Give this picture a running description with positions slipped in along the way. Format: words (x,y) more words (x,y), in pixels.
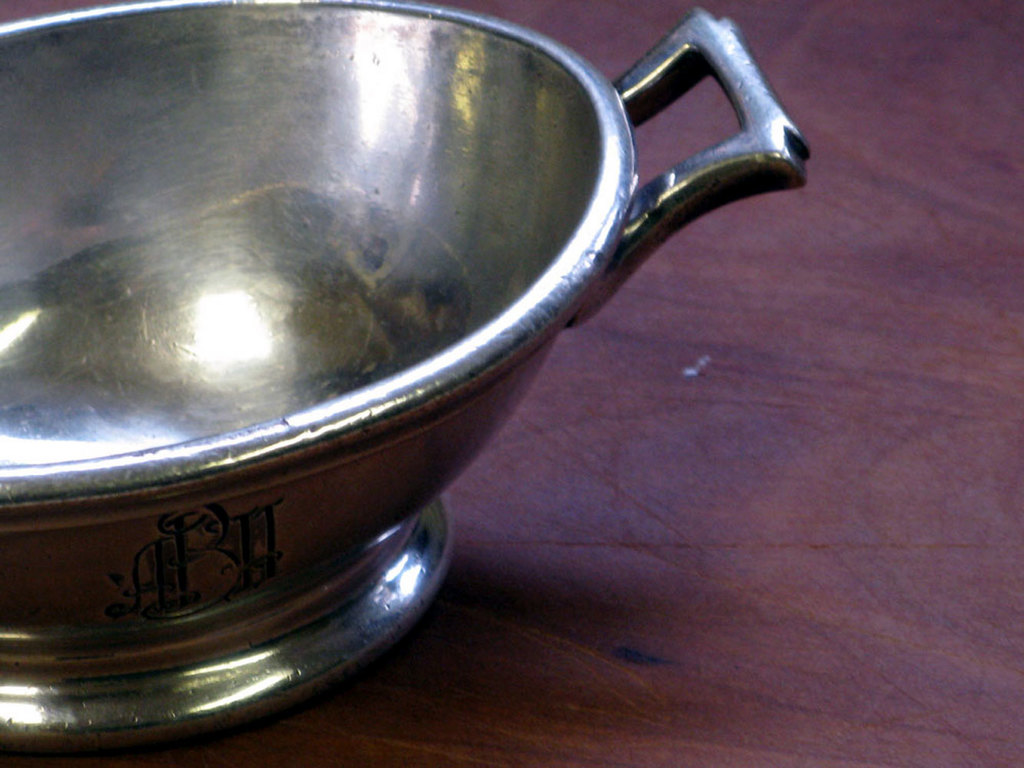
In this image I can see a metal bowl (319,276) which is silver in color on a pink colored surface (773,496). I can see few letters (127,607) written on the bowl (253,490) with black color.
